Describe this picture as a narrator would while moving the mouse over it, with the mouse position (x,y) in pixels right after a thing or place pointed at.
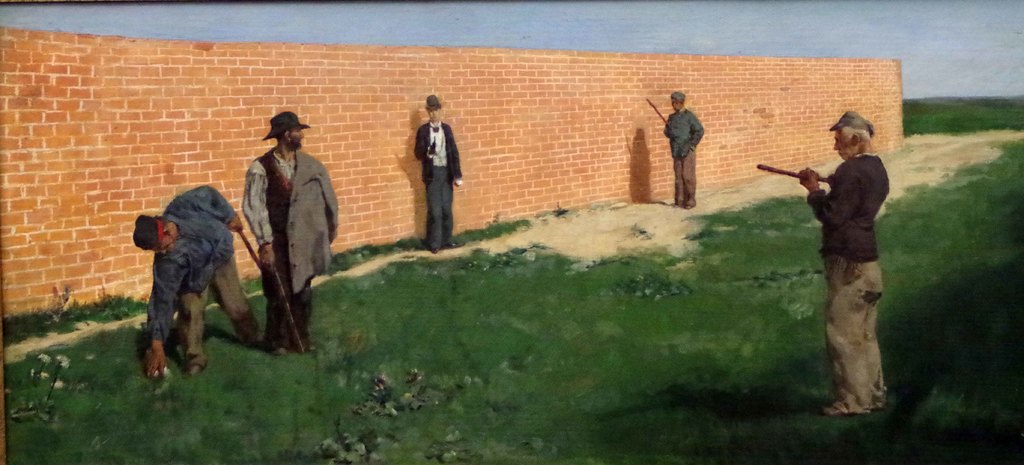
In this picture there is a person (852,221) standing on a greenery ground (884,318) in the right corner (866,336) and there are four other persons (261,205) standing in front of him and there is a wall (218,112) in the left corner (179,110).
